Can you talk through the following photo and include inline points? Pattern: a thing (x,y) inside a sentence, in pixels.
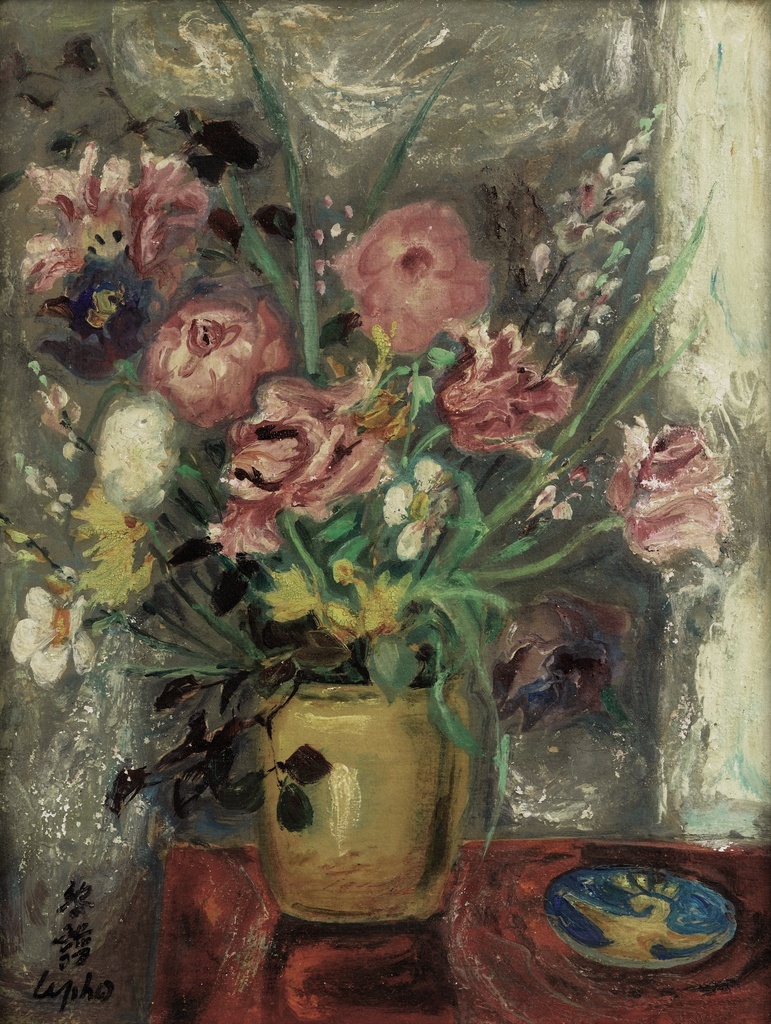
In this image, we can see a painting (420,388) contains a flower pot (463,688) on the table (464,861).
